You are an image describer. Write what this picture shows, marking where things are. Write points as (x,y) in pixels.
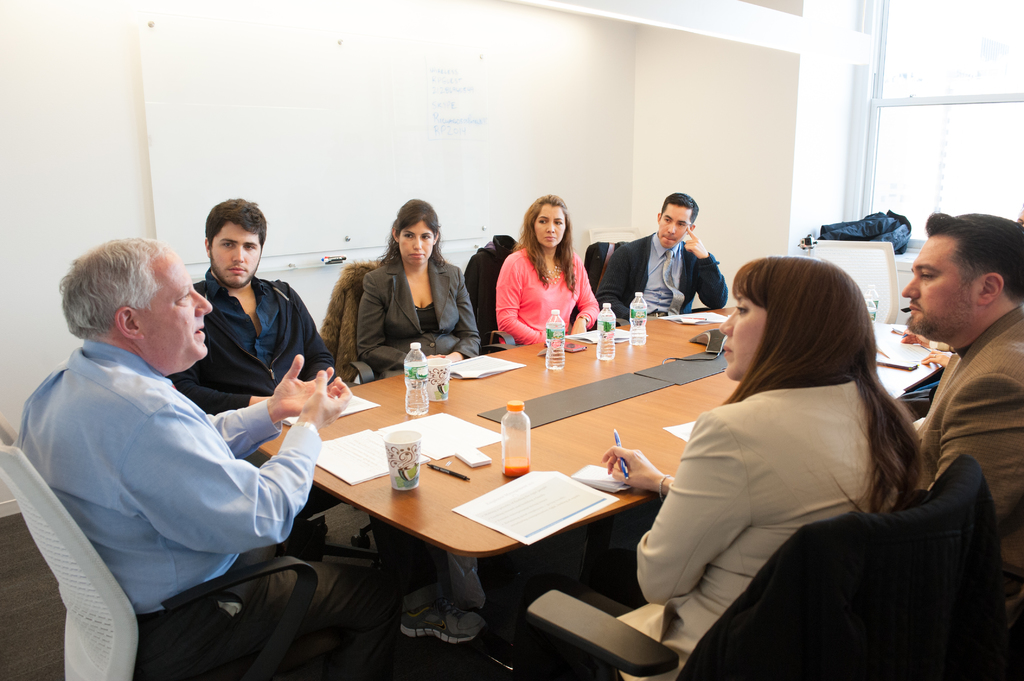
In this picture we can see some persons (730,375) sitting on the chairs (832,631). This is table (608,410). On the table (608,373) there are bottles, papers (531,498), and cups (414,473). This is the floor (24,601). And there is a wall (43,161). Here we can see a window (951,103).
